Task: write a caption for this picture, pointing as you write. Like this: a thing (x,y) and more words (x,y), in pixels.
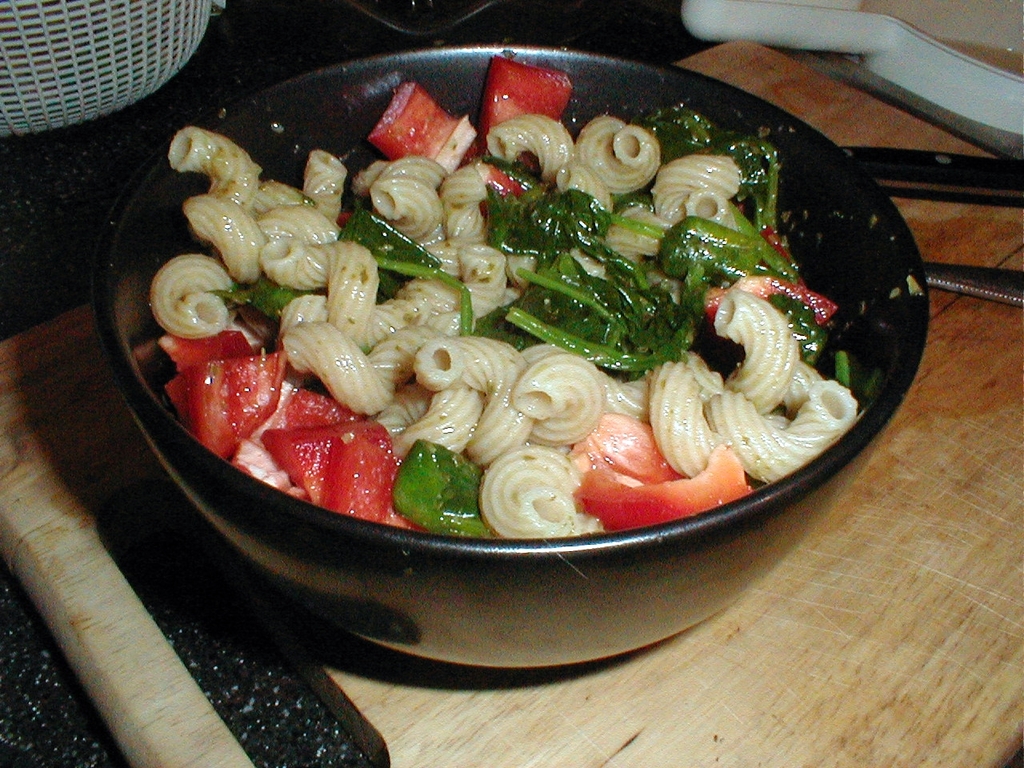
In this picture we can see a bowl (604,595) on a wooden cutting plank (816,732), in this bowl (535,547) we can see food items (573,405), here we can see a basket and some objects (742,31) and these all are placed on a platform (651,33).
